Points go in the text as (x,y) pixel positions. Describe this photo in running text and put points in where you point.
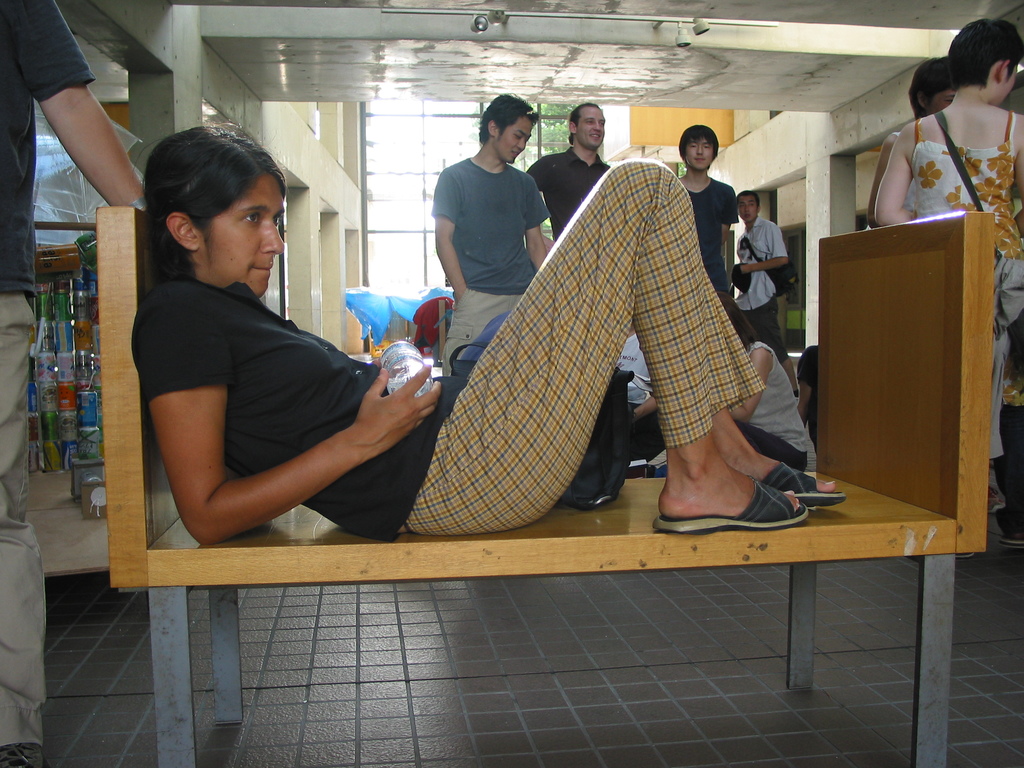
In the picture there is a woman (307,411) laying on a bench (827,244) and there are few people (495,155) around her, on the left side (62,405) there are some objects (58,414) and in the background (384,171) there is a window (446,124).
